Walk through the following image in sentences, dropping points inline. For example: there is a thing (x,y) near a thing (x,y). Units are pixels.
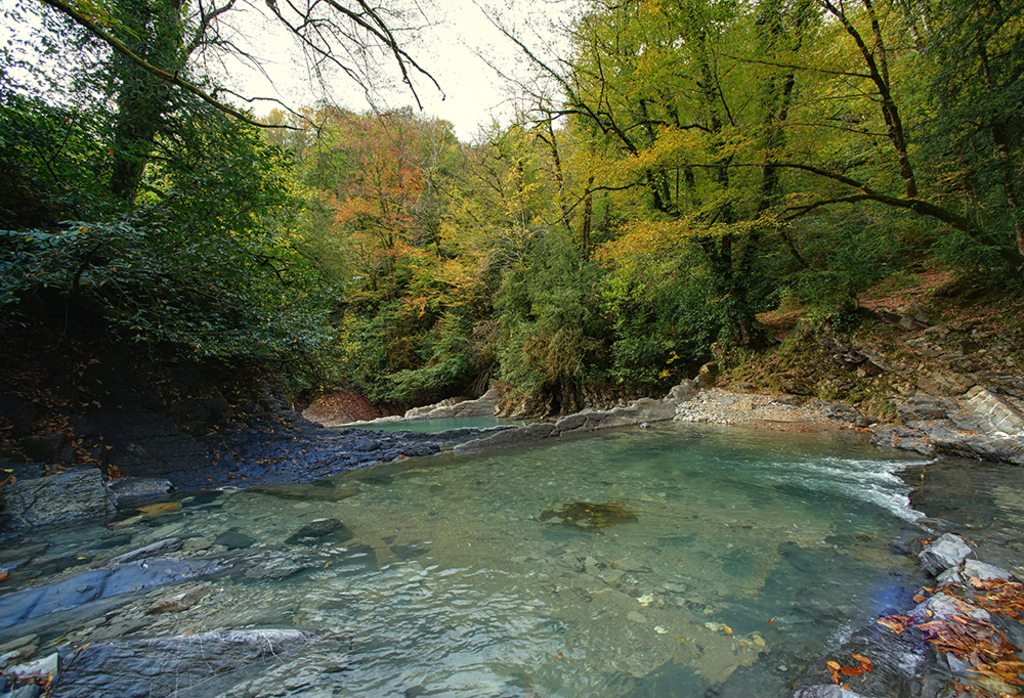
In the foreground of this picture (548,489), there is a river (647,563) to which trees (347,318) are on either side of the river (660,568). On the top (478,26), there is the sky (465,24).
